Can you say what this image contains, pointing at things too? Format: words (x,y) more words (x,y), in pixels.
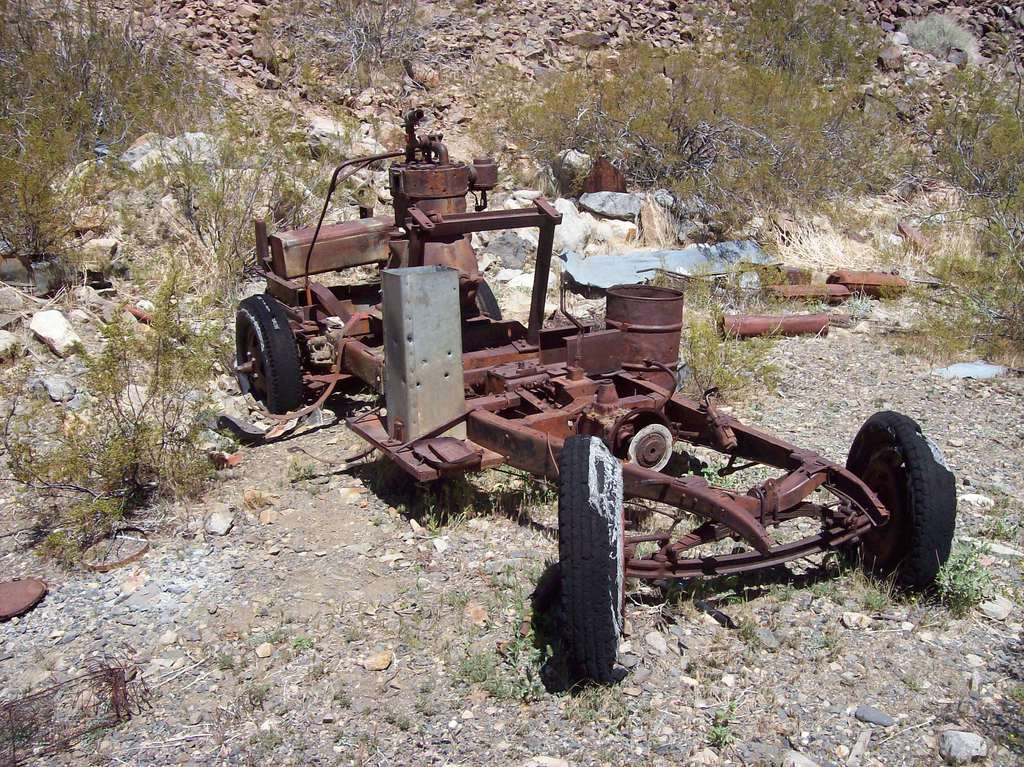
In the center of the image (439,359) we can see vehicle (598,334), drum (667,319) are there. In the background of the image (68,90) we can see some rocks (389,120), trees (560,121) are there. At the bottom of the image (383,630) there is a ground (312,534).
